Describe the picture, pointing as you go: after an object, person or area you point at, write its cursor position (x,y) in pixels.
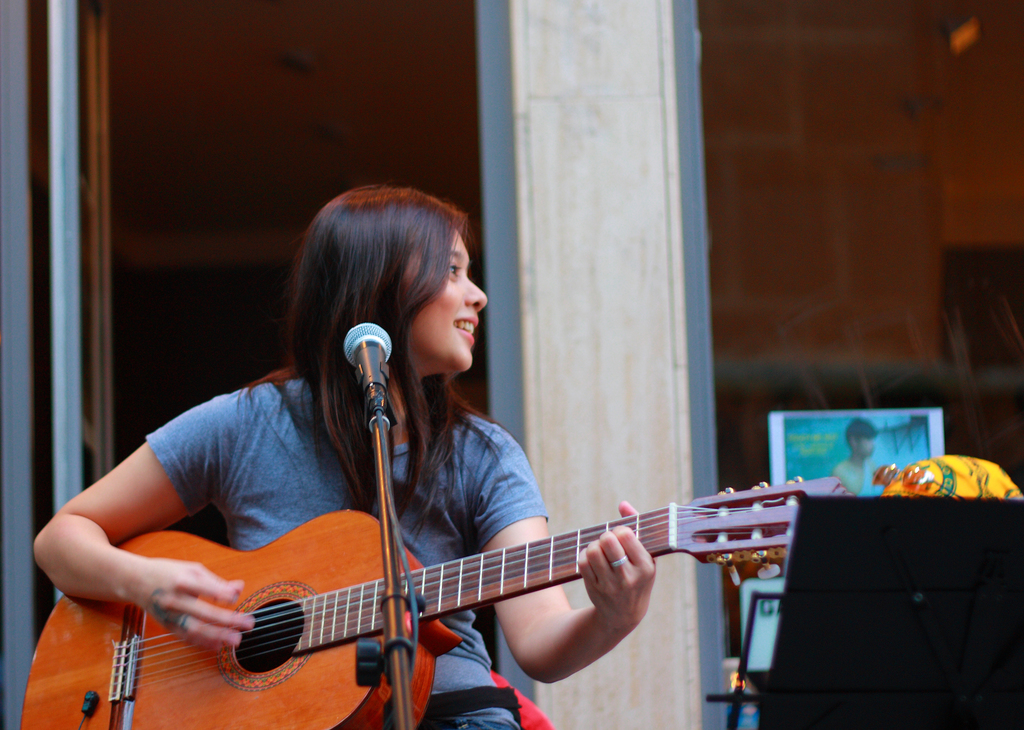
Here we can see a woman (323,336) playing a guitar (284,571) with a microphone (362,336) in front of her and she is smiling.
